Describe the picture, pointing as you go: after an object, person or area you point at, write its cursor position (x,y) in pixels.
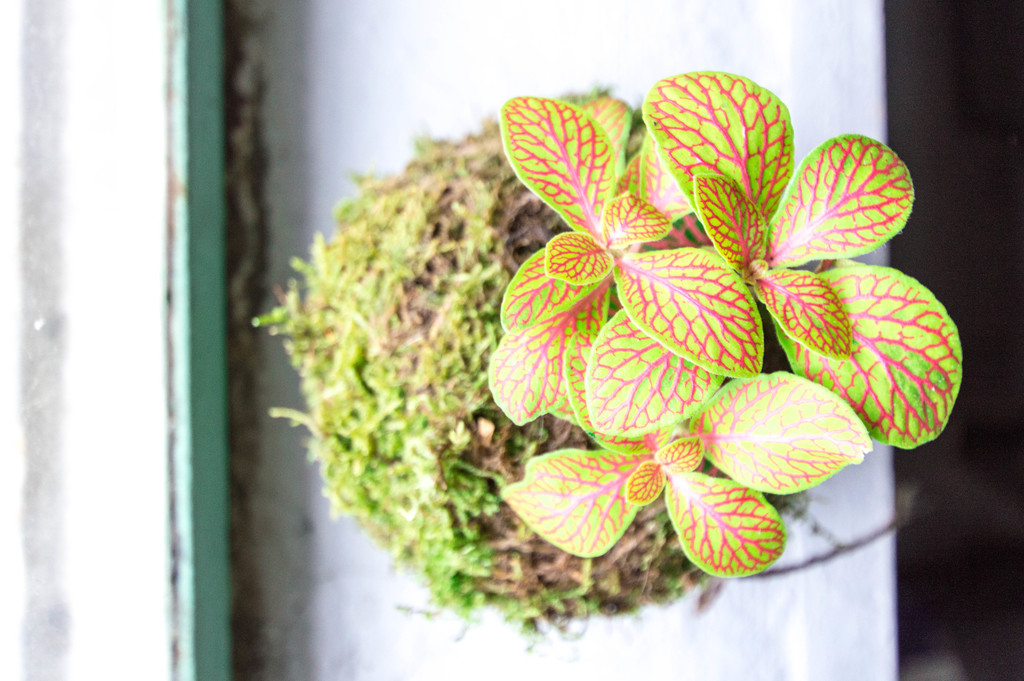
In this image I can see a plant (470,395) which is green, brown and pink in color on the white colored surface (576,81). I can see the black colored background (930,210).
